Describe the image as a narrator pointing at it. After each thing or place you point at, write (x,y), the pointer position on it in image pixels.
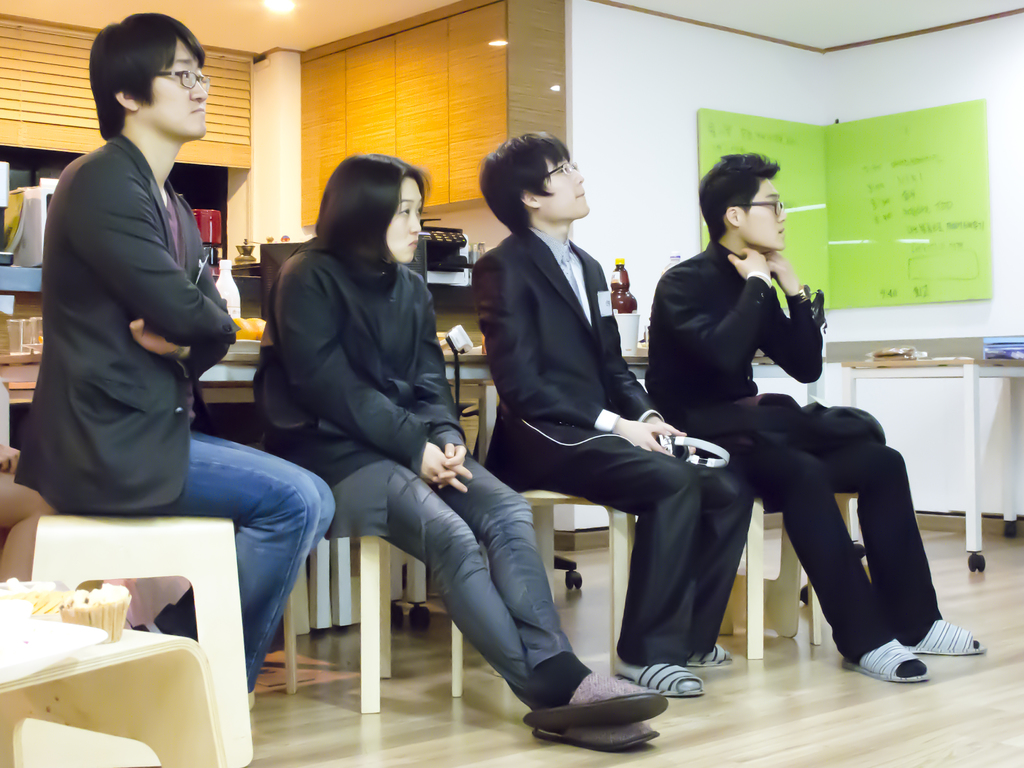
In this image I can see four people (350,428) sitting in chairs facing towards the right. I can see a glass board (811,139), table (948,366), bottles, some books (1023,352), cupboard (314,100) and other objects (39,289) behind them.
